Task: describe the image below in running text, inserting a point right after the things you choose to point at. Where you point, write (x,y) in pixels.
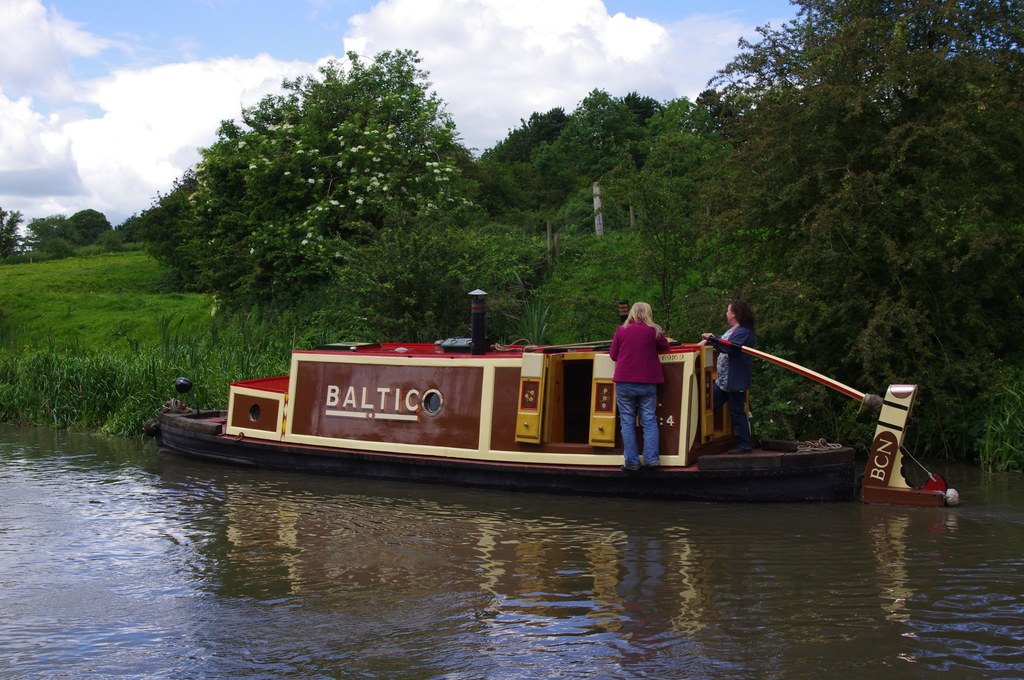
In the image we can see two women (653,371) standing and wearing clothes (644,385). We can even see there is a boat (283,418) in the water (278,504). Here we can see grass (139,360), plants (431,249), trees (438,172) and the cloudy sky (95,83).
